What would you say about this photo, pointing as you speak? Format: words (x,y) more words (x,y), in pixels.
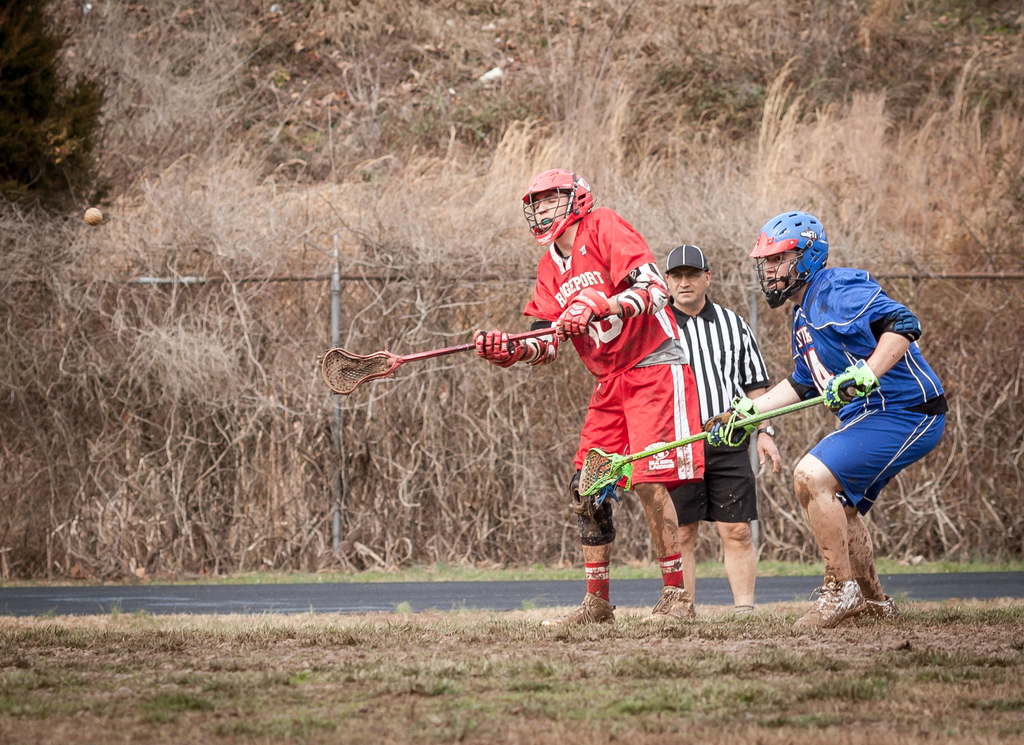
In this image in the center (610,434) there are three persons (648,408) who are standing, and two of them are holding some sticks (669,448) and they are wearing helmets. At bottom (799,674) there is grass (659,667), and sand walkway (637,605) and in the background (536,481) there are some dry trees (408,448) and a pole (337,504).
